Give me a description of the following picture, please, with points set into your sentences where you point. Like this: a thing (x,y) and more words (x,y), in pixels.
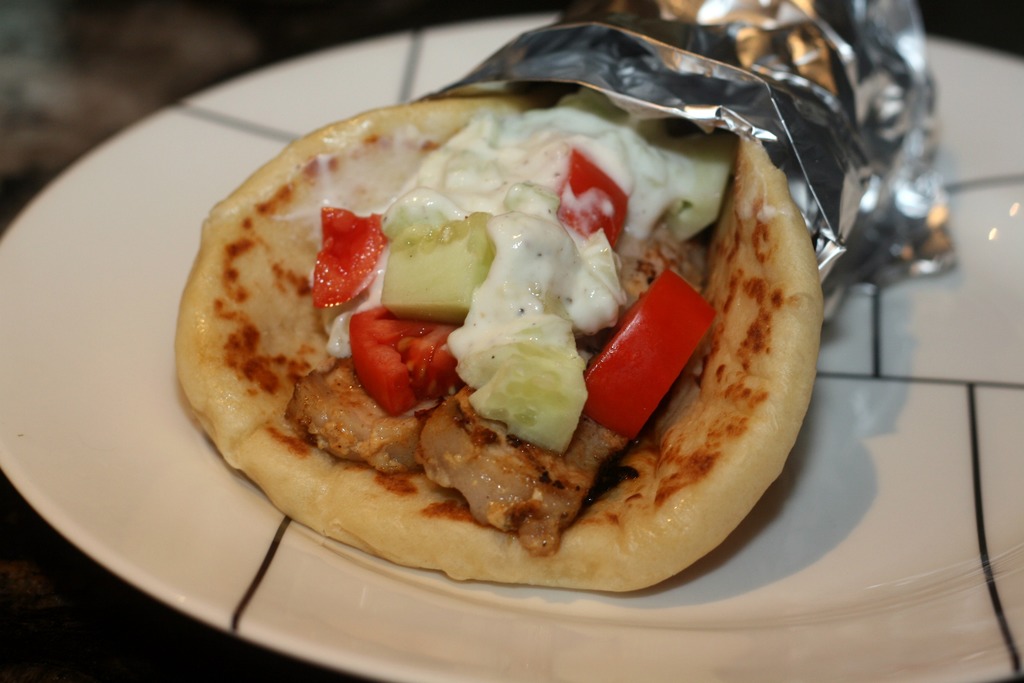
In this picture we can see the food (705,508), silver paper (877,94) on a plate (289,97).
